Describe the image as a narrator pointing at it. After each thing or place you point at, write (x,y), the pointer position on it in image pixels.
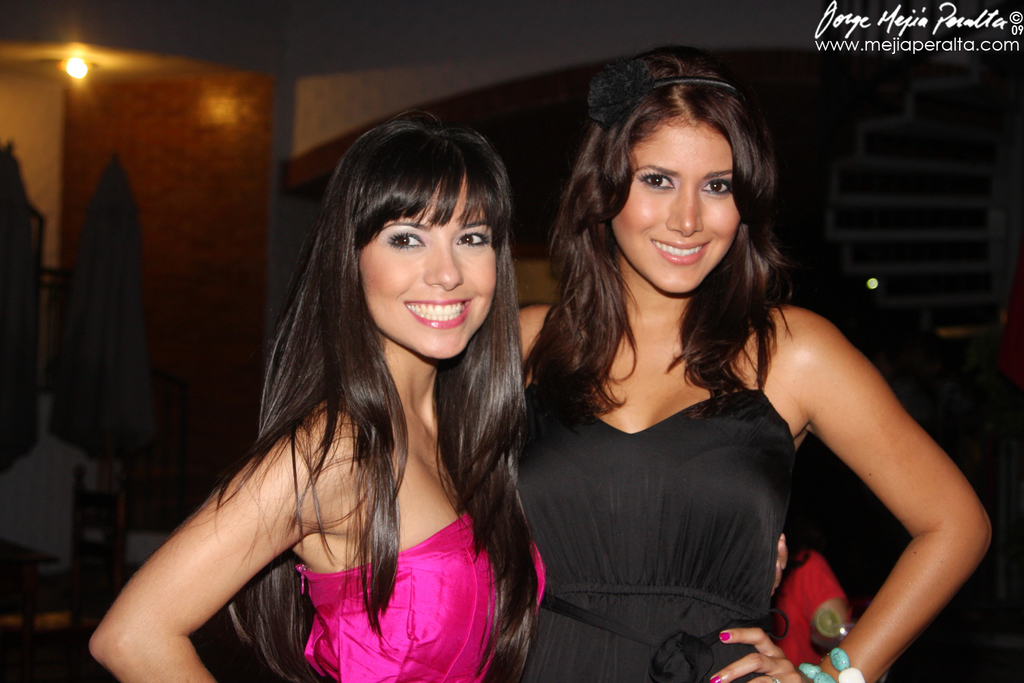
In the center of the image (412,391) we can see two ladies (552,416) standing and smiling. In the background (260,258) there is a wall (203,334) and we can see a light (75,68). On the left (95,306) there are umbrellas (87,401) and we can see chairs (101,517).
